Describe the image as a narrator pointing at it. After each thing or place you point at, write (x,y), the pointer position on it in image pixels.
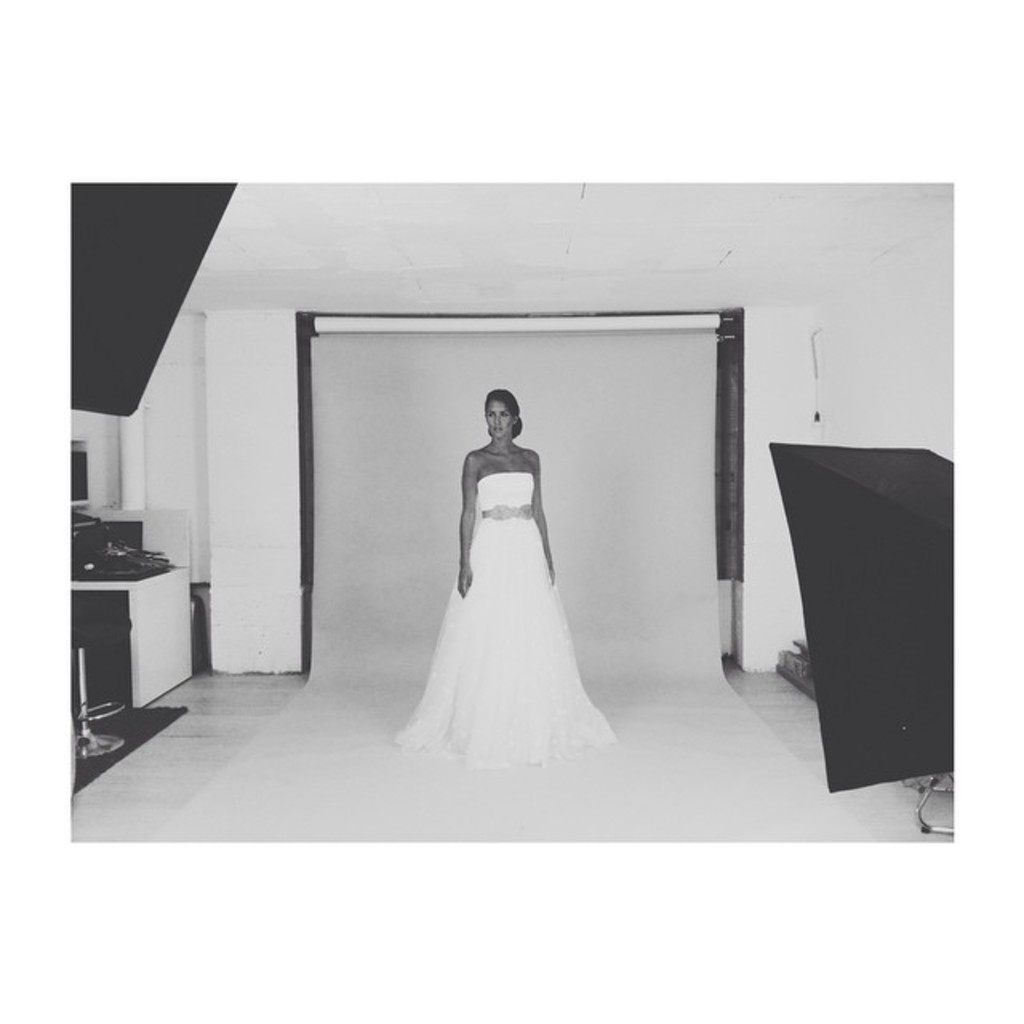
In the picture we can see a black and white photograph of a woman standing in the white dress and giving a pose to the camera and beside her we can see a table (158,584) on it we can see some things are placed on it.
